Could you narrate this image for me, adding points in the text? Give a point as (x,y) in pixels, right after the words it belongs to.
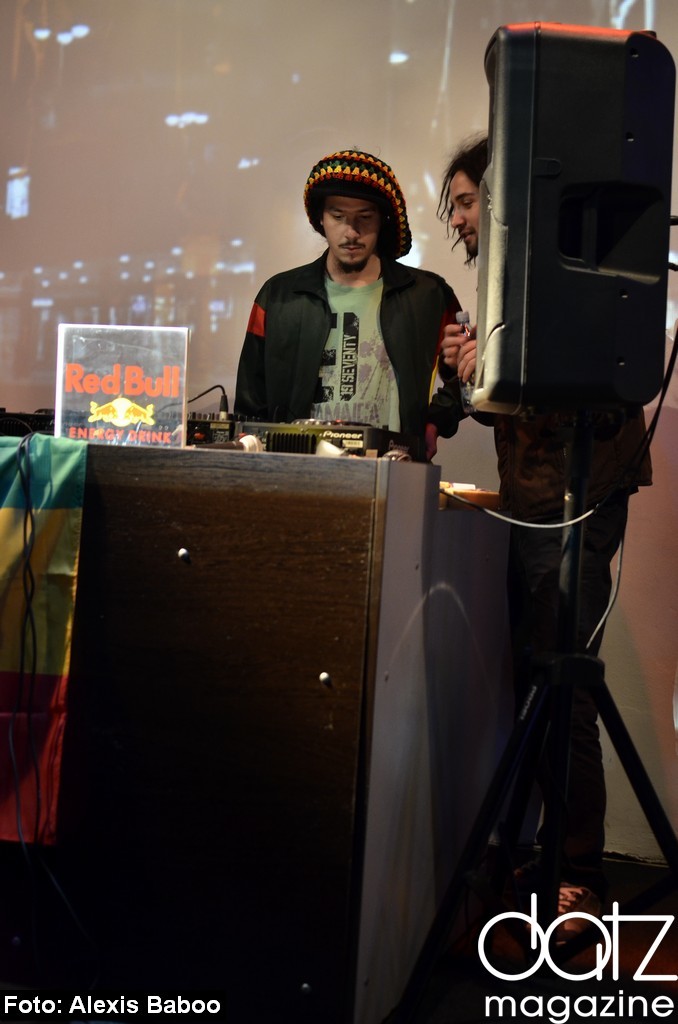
In this image I can see two persons (404,409) are standing in front of the table (245,572) and on the table (253,555) I can see the musical system (222,434) and few wires (32,542). I can see a black colored speaker (622,188) and the screen (245,135) in the background (197,149).
